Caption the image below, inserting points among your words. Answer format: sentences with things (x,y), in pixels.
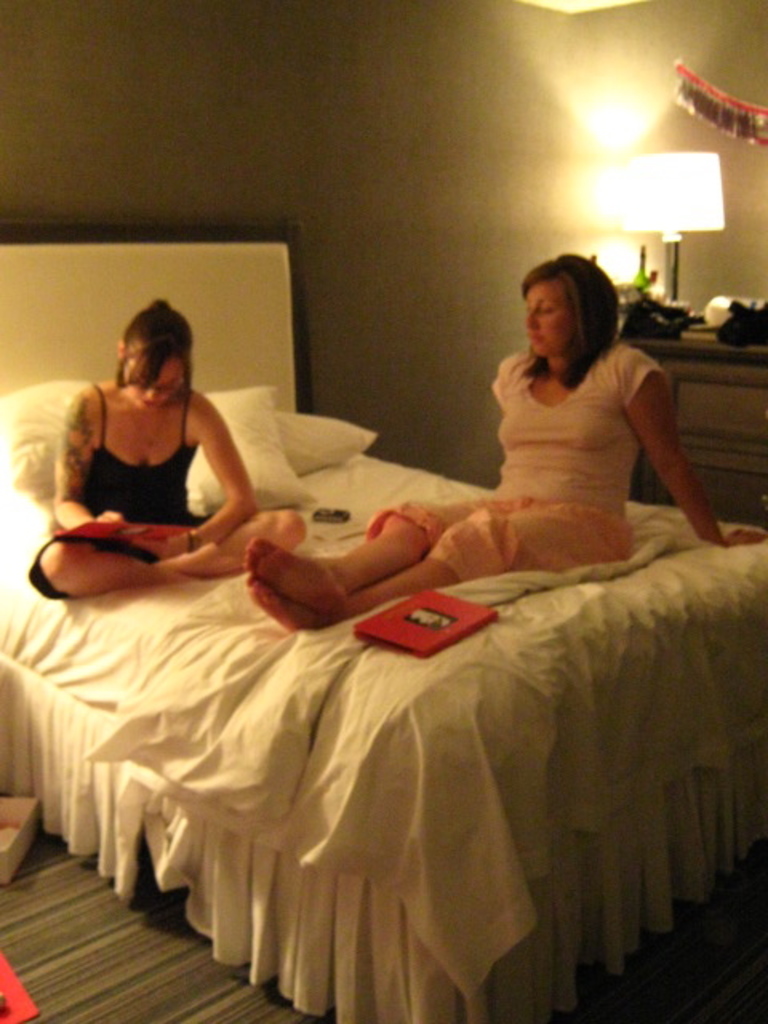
This picture is taken inside a room (397,185). There are two women (224,439) sitting on the bed (443,743). There are bed sheets (432,732) spread, cushions (349,448), pillows (290,435) and books (400,618) on the bed (380,643). In the right corner (670,295) there is a table (707,388) and a lamp (653,217) is placed on it. In the background (124,210) there is wall (334,110).
